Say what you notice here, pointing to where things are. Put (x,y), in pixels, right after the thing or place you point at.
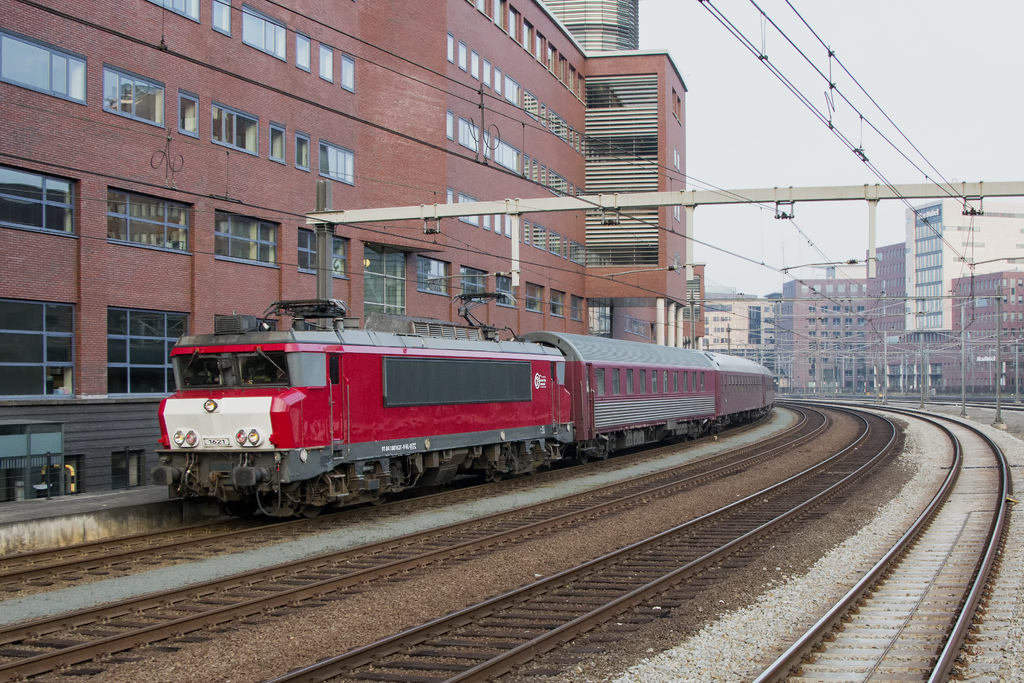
In this image, we can see tracks (496,487) and there is a train (344,389). In the background (461,165), there are buildings (584,177) and we can see poles (875,199) along with wires (817,71). At the top (857,59), there is sky (928,87).
